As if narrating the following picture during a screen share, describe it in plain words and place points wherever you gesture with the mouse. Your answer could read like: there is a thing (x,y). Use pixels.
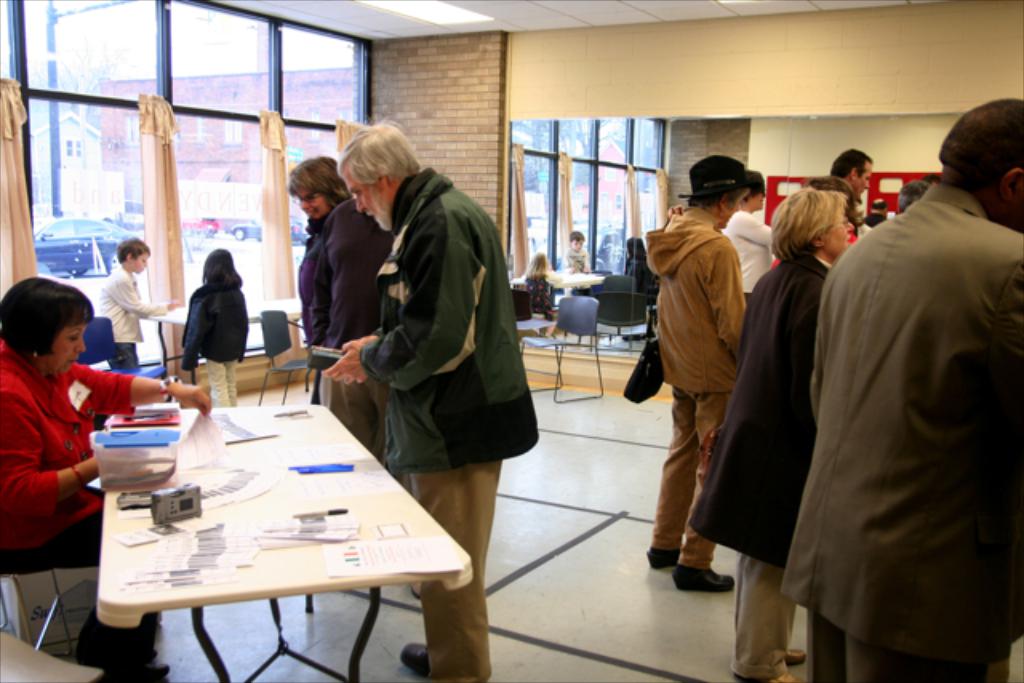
The person (38,388) wearing red dress (34,433) is sitting in front of a table (209,457) which contains papers (212,453) and box (149,463) on it and there are few people (794,388) in front of them and there is a mirror (603,196) in the background (589,190) and there are two kids (203,286) in the left side (130,303).
